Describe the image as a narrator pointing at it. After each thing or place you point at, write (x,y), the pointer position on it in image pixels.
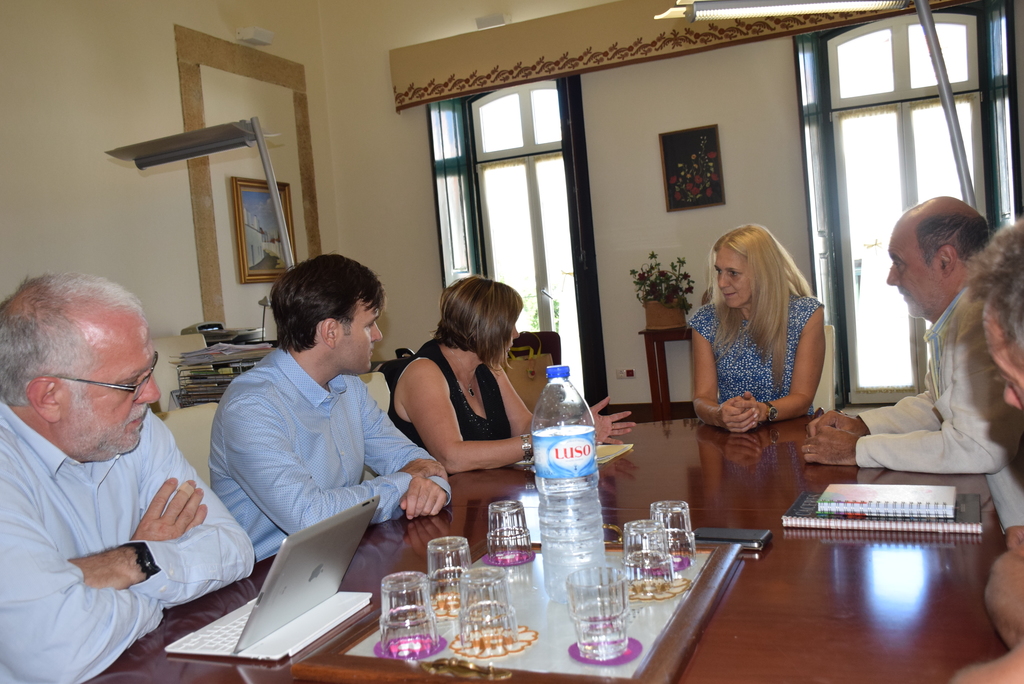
This picture shows a group of people (690,328) seated on the chairs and speaking to each other and we see few glasses (400,638) and a water bottle (595,493) and few books (941,496) and iPad (196,652) on the table (488,497) and we see couple of photo frames (687,170) on the wall (312,192).
